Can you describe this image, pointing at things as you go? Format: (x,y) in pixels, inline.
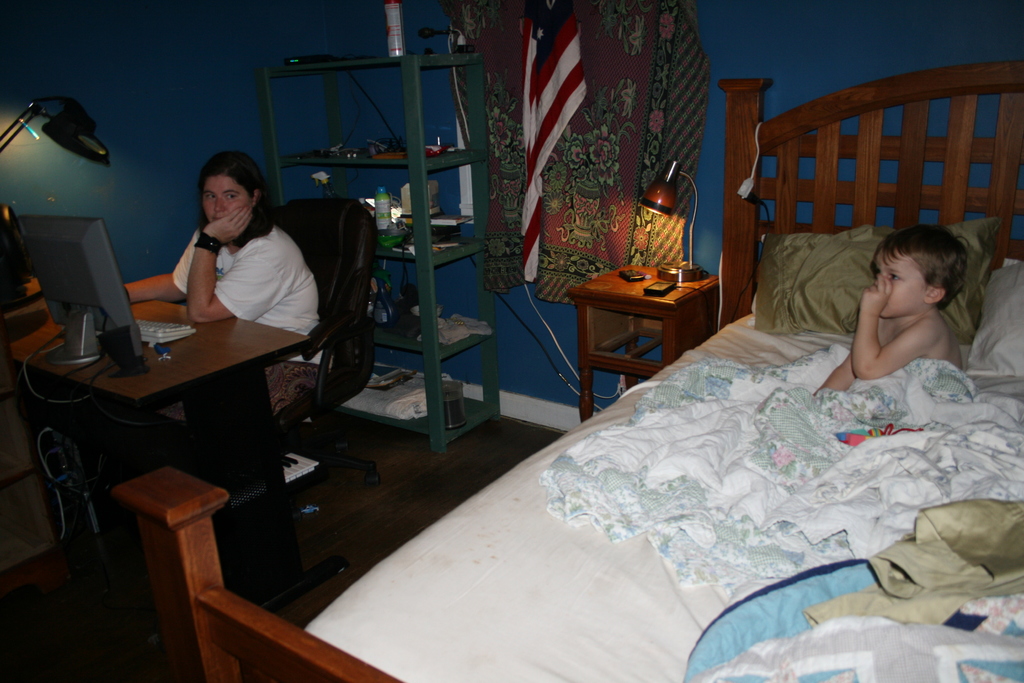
In this image we can see a bed (665,520). On the bed (839,343) there is a baby (955,274). There are pillows (836,269). There is a woman (238,272) sitting on the chair (341,302) in front of the woman (282,311) there is a table (206,362), on table (157,368) there is a system (57,250). At the back side (337,90) there is a racks (429,335).
